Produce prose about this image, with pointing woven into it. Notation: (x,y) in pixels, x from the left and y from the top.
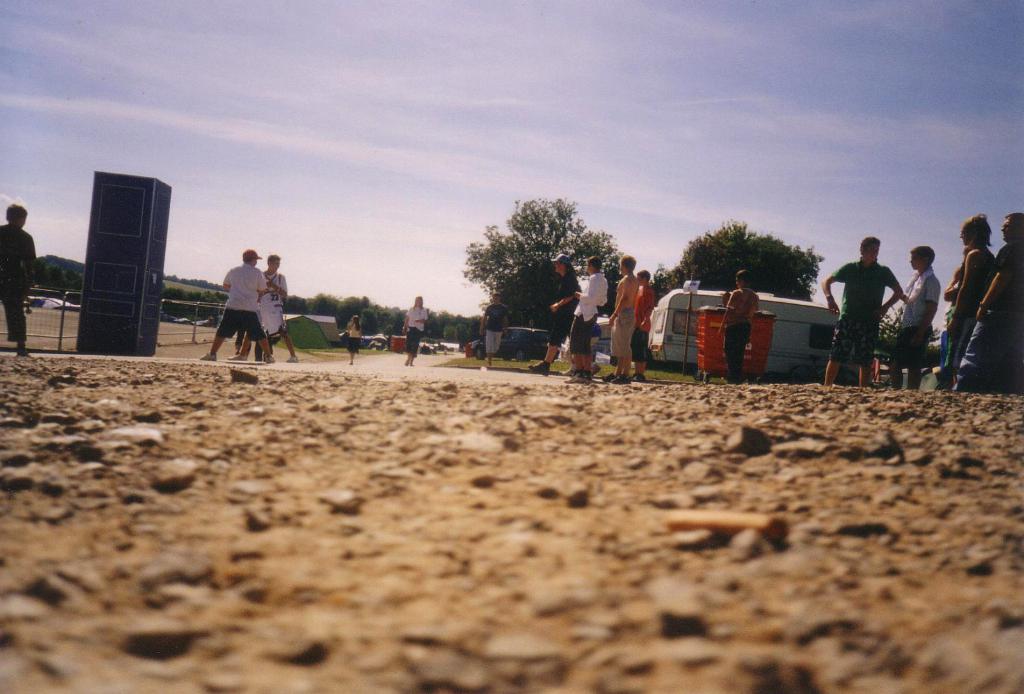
In this image we can see group of persons (927,287) standing on the ground (437,366). In the background (35,302) we can see vehicle (809,339), dustbin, trees (380,326), tents (302,344), sky (443,308) and clouds (341,126). At the bottom (949,481) we can see stones (7,433) and ground (254,524).
